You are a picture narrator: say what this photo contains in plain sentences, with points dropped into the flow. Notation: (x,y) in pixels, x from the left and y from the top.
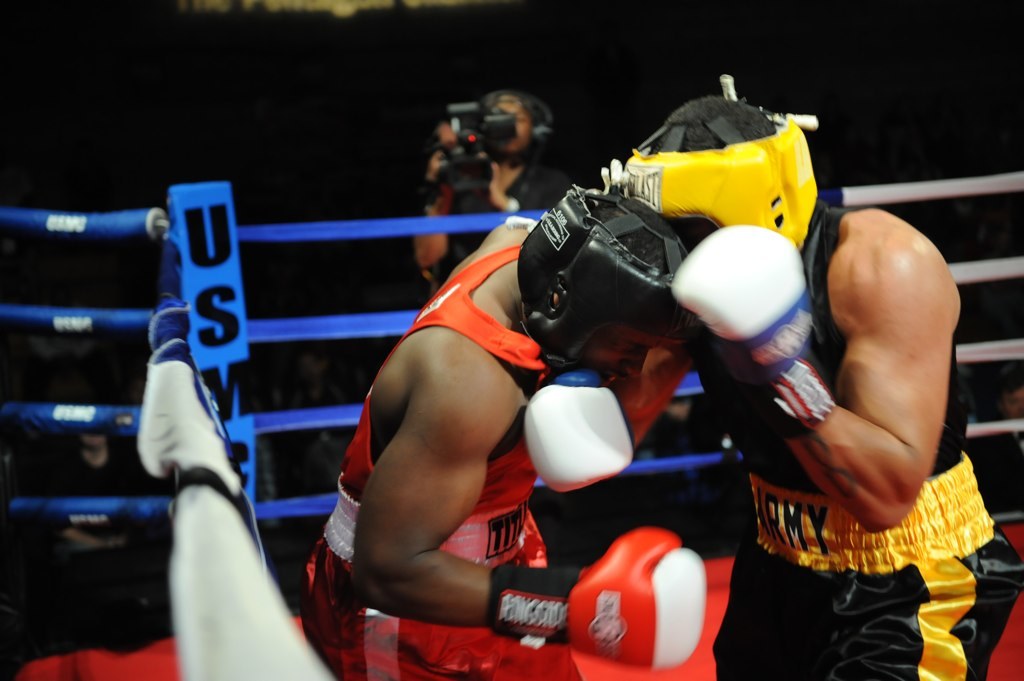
In the foreground of this image (694,596), there are two men (693,653) boxing and we can also see safety railing (258,655), a man (495,165) holding camera (494,126), few persons (92,462) in the background (102,466) in the dark.
